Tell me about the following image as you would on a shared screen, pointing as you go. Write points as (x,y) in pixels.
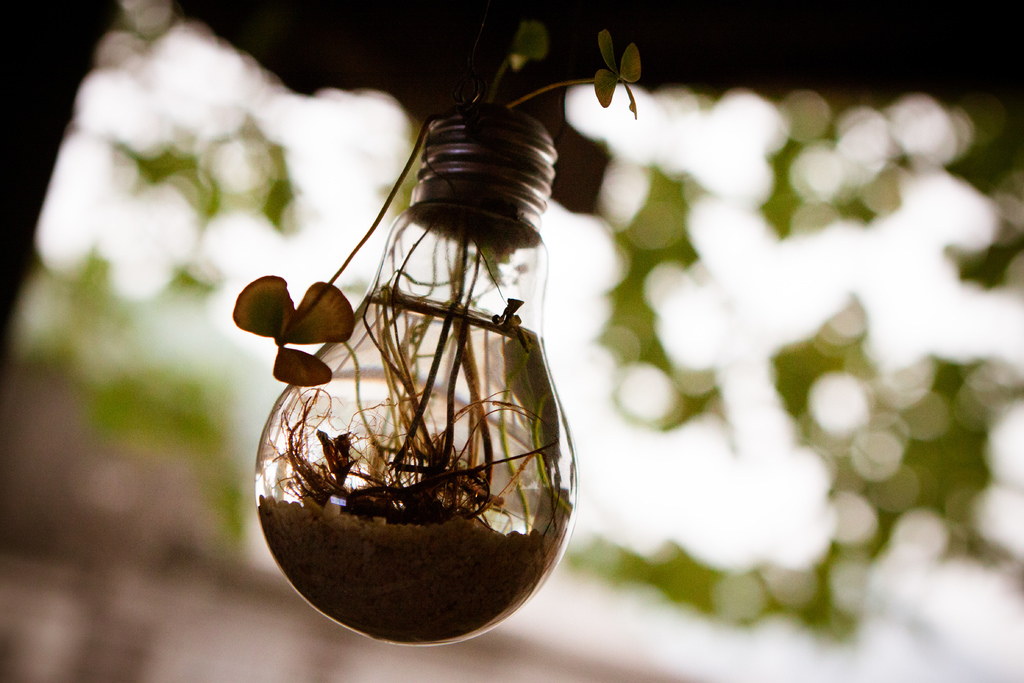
In this picture I can see a plant (460,298) in the glass bulb (451,340) and I can see water (538,507) and I can see blurry background (789,220).
